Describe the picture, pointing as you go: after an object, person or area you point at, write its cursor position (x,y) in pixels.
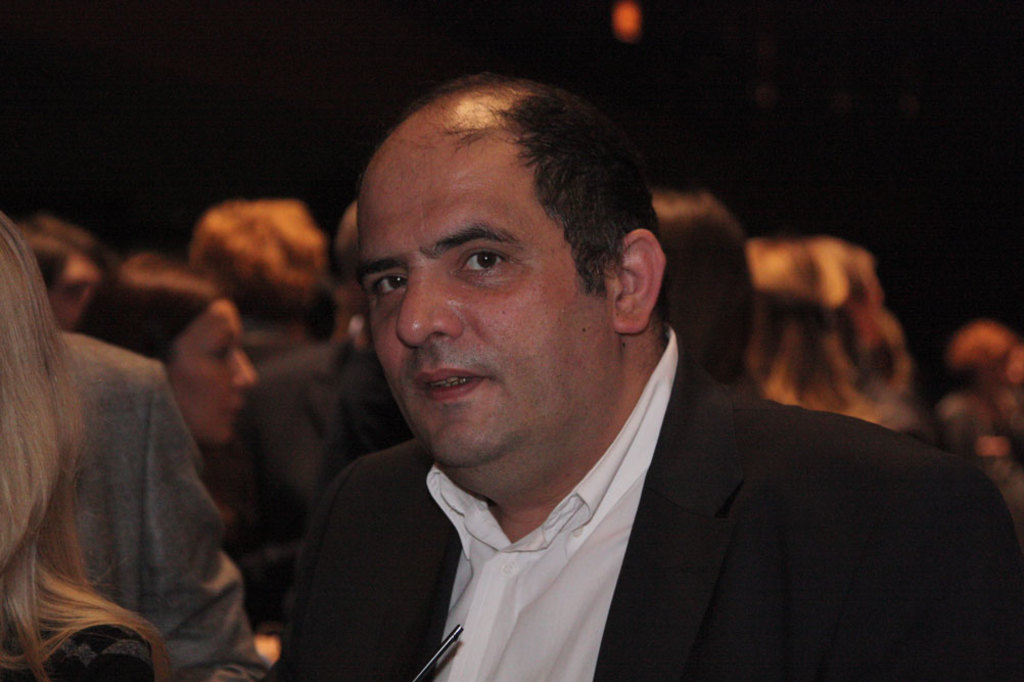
In this image, in the middle (463,443), we can see a man (469,569) wearing a black color suit (970,480). On the left side (10,250), we can see hair (109,601) of a person (109,625). In the background (202,420), we can see a group of people (698,317) and black color.
